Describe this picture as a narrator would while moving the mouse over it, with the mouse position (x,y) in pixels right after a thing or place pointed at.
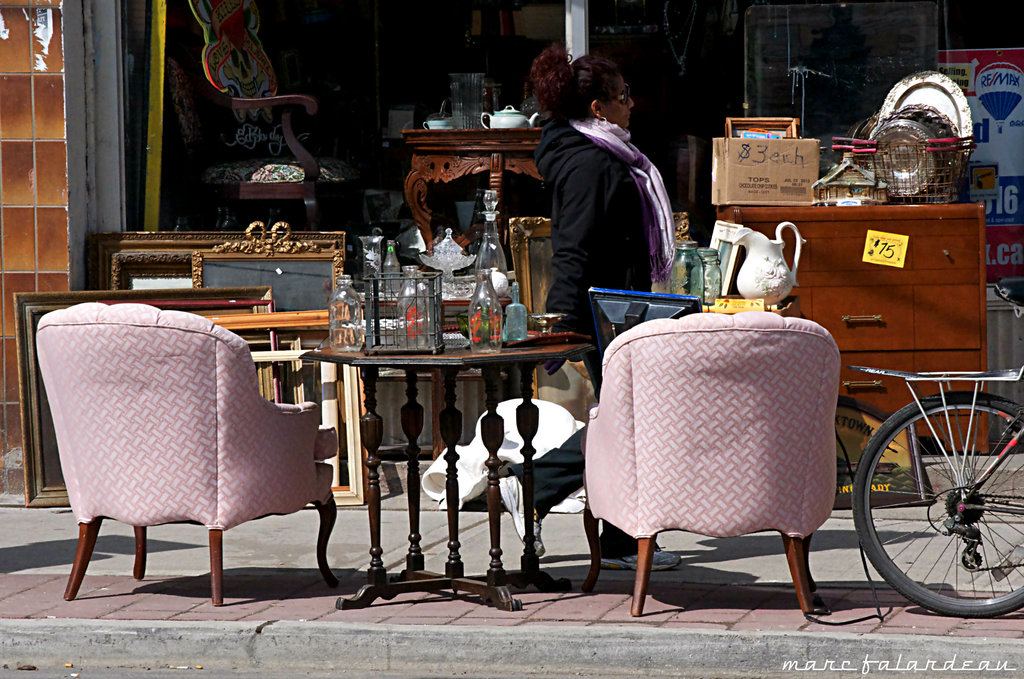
In this image there is a footpath (888,623), on that footpath (398,560) there are chairs (240,516), in the middle (526,415) there is a table (418,391), on that table (367,353) there are bottles (476,328), in the background (447,318) there are wooden furniture (446,167), a woman (632,242) is walking on the footpath (725,548), on the right side (895,538) there is a bicycle (959,610).
